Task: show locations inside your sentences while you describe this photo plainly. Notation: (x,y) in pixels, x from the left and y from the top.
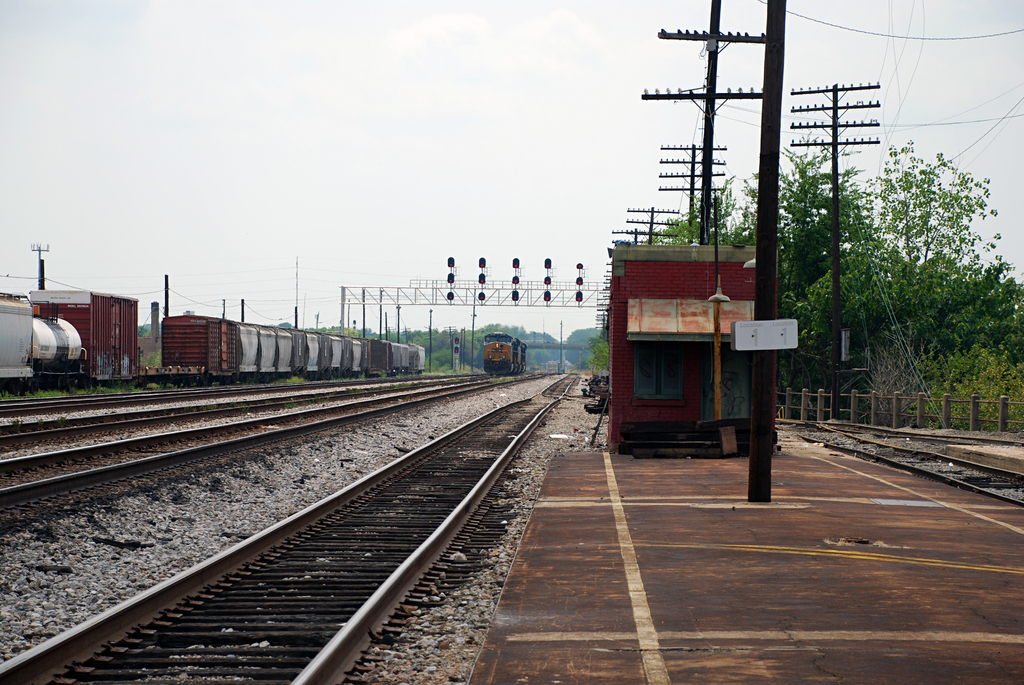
In this picture we can see trains (129,324) on railway tracks (282,528), beside the railway tracks (277,540) we can see poles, trees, traffic signals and we can see sky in the background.
